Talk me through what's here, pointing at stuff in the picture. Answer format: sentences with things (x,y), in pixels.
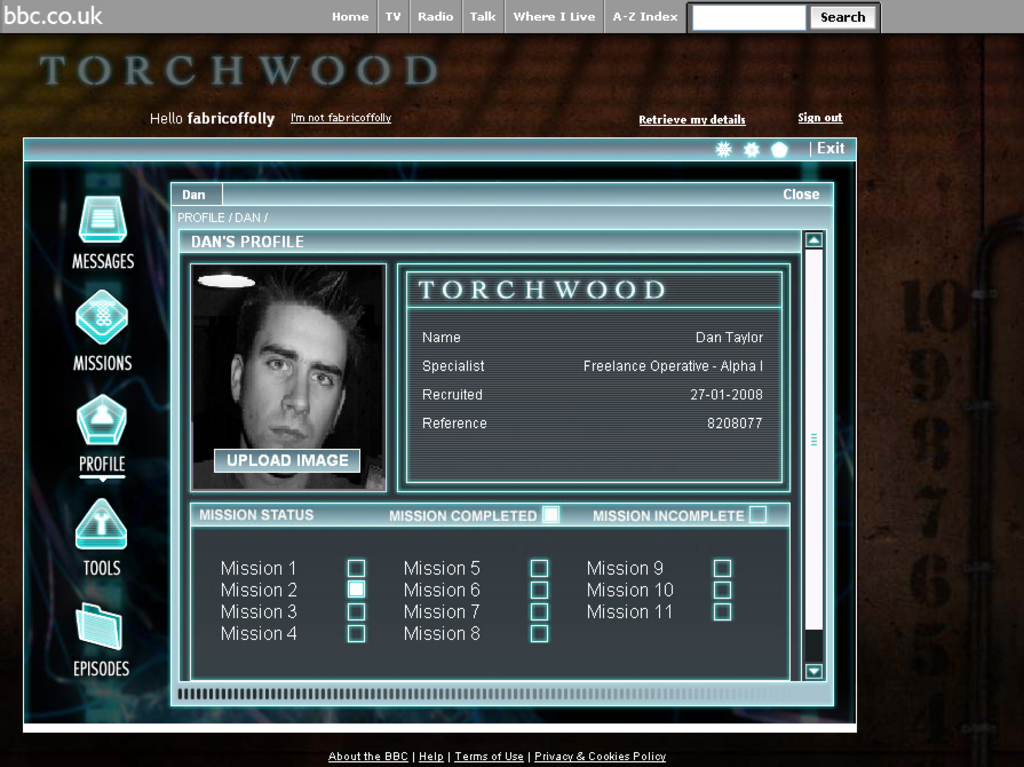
In this image I can see a screenshot. There is a menu bar (617,8) at the top (917,2). There is an image of a person (329,475) in the center (343,466). Some text (712,340) is written and there are icons (90,641) on the left (88,327).
